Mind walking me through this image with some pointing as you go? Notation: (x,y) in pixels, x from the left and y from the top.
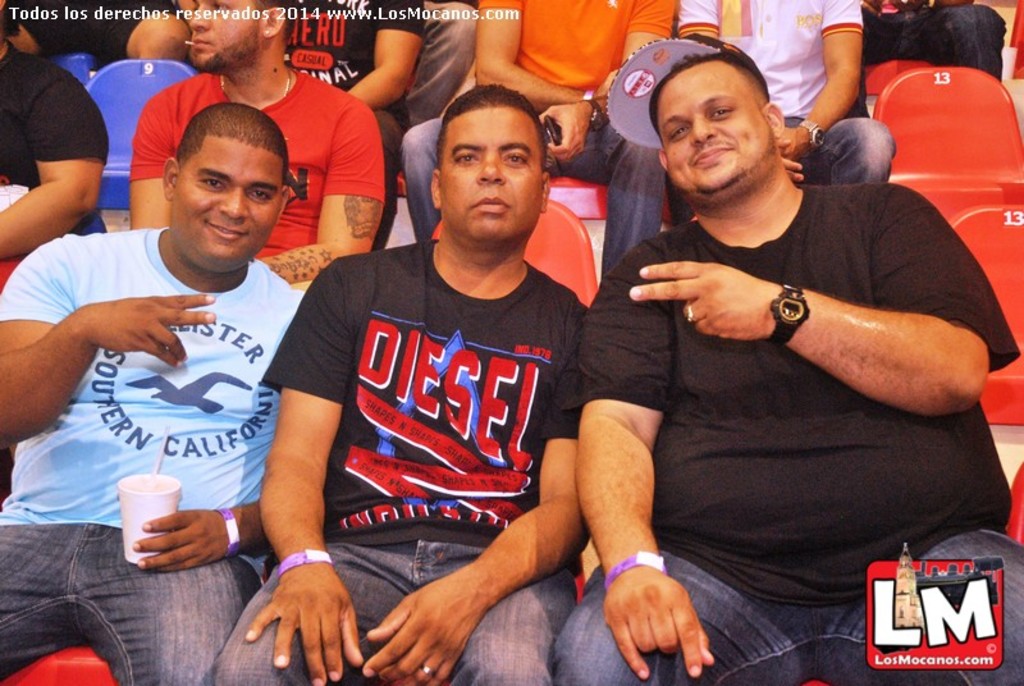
These people (230,202) are sitting on chairs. This man (187,357) is holding a cup (127,518). Left side top of the image (476,10) there is a watermark (482,21).
